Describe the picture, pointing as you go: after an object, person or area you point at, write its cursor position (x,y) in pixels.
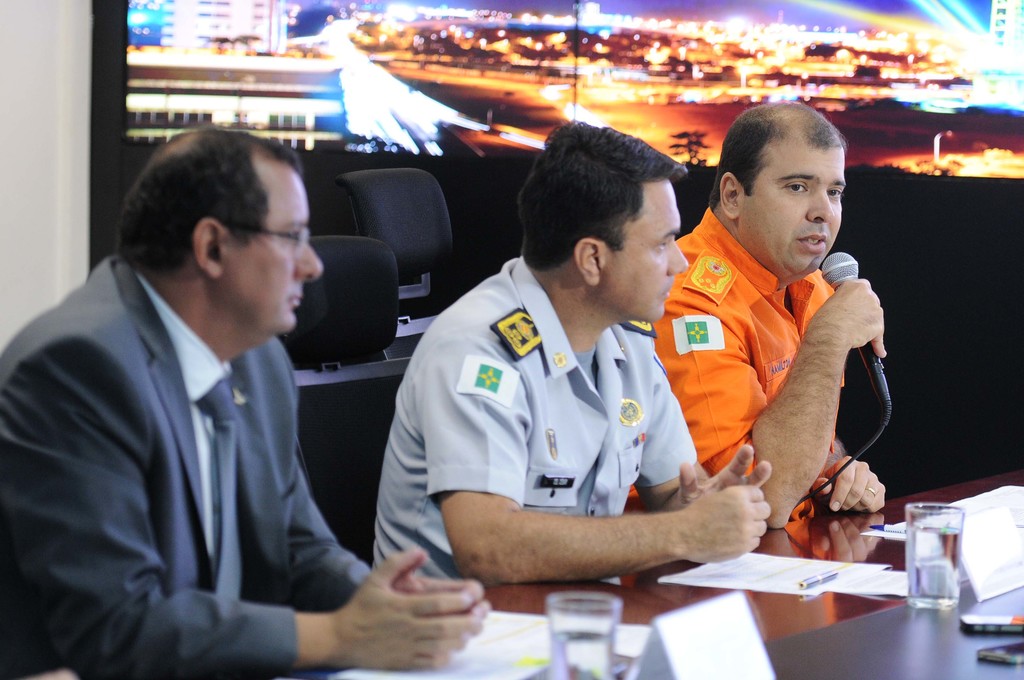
In this image we can see few people (675,392). A person (790,360) is speaking into a microphone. There are many objects (714,650) on the table (796,645). There is a screen (640,59) in the image. On the screen (409,43) we can see many buildings (468,41), houses (499,43) and lights (585,29). There are few chairs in the image.
